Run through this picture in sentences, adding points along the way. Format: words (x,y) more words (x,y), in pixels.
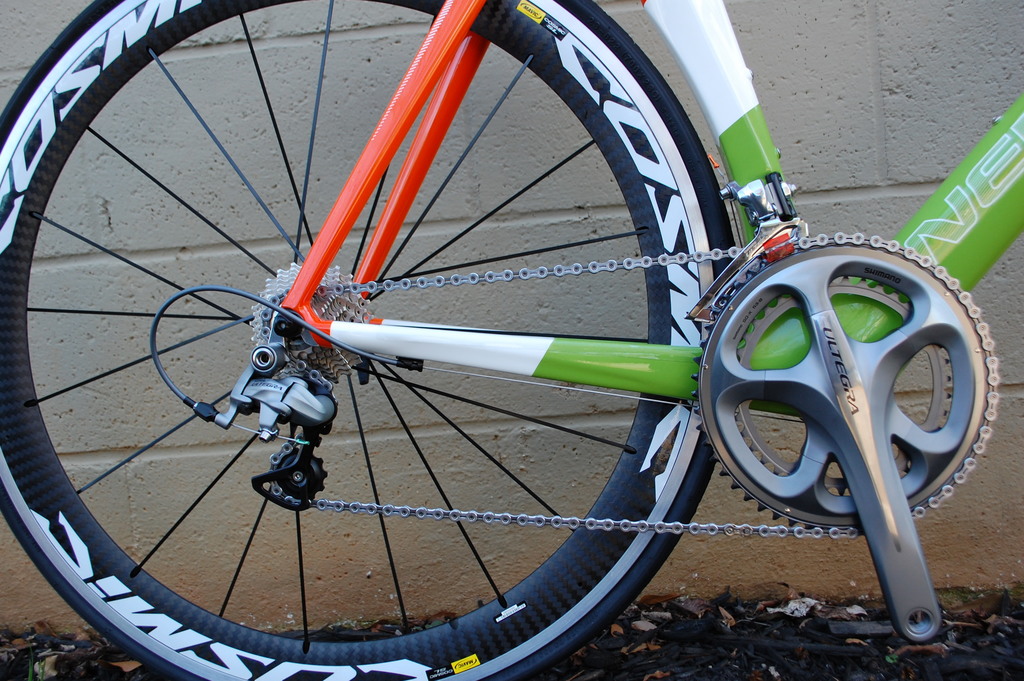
In this image at front (805,454) there is a cycle (651,336). At the back side (858,106) there is a wall (888,87).
